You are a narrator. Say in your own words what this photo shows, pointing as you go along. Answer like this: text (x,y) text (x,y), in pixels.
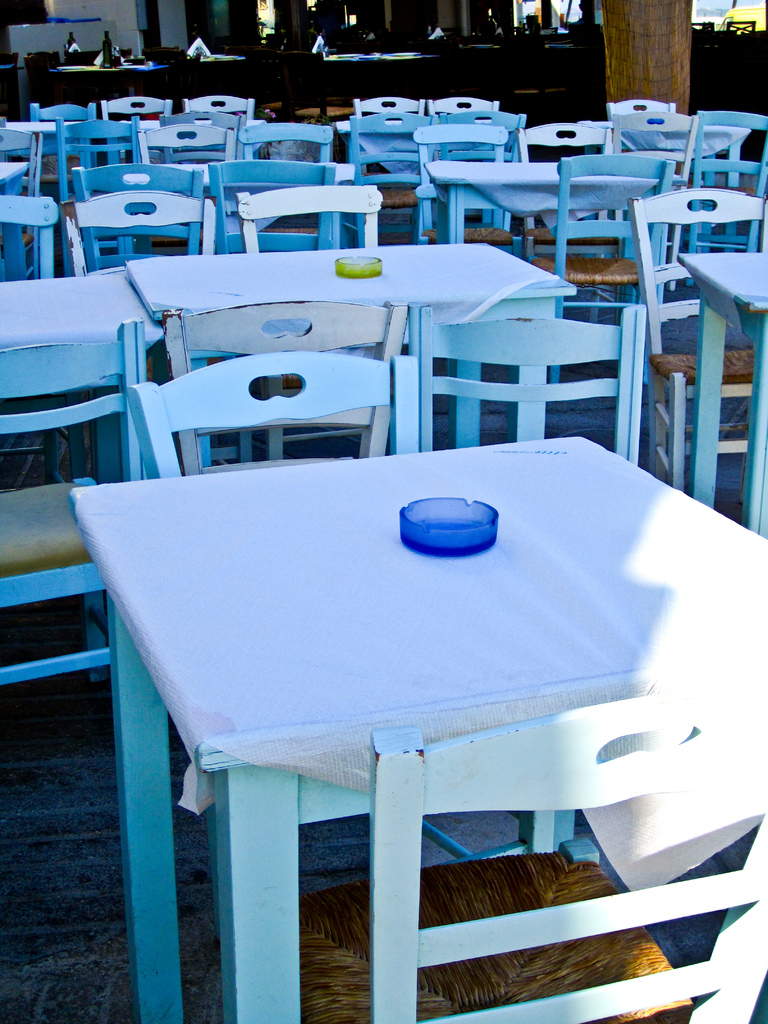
In this picture I can see many tables (134,878) and chairs (533,233). On the tables (364,464) I can see the ashtrays (463,521). At the top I can see many objects (196,46) on the table (203,67).
